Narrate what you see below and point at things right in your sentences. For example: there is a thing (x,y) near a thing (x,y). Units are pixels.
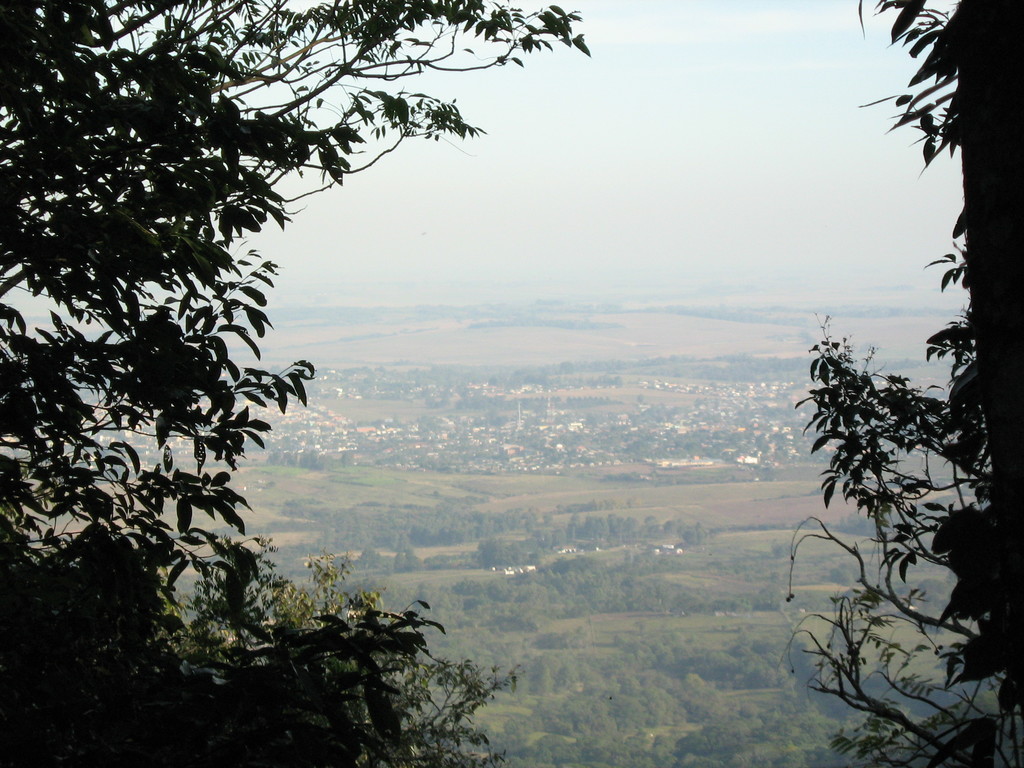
In this image I can see trees (308,743) in green color, background (606,159) I can see few buildings (742,453) and sky (590,214) in blue and white color.
